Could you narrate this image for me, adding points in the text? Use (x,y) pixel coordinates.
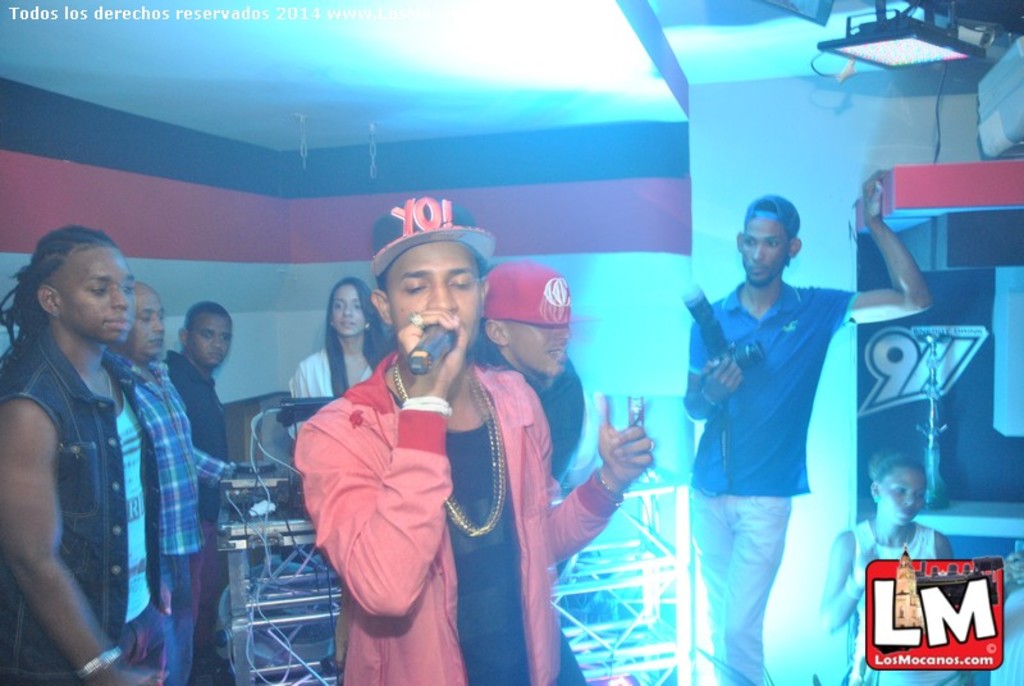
This image is taken indoors. At the top of the image (500,33) there is a roof (419,86). In the background (353,249) there is a wall (682,262). There is a board (924,386) with a text (893,392) on it. There is a hookah (931,401) on the table (1023,514). At the top right of the image (915,39) there is a light (916,60). At the right bottom of the image (926,621) there is a watermark (939,603). A woman (904,528) is sitting on the chair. In the middle of the image (373,344) a few people (205,429) are standing. There are a few devices (287,507) on the table (613,540). A man (472,509) is standing and holding a mic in his hand (426,387) and he is singing. A man (738,408) is standing and holding a camera (725,359) in his hand (725,386).
